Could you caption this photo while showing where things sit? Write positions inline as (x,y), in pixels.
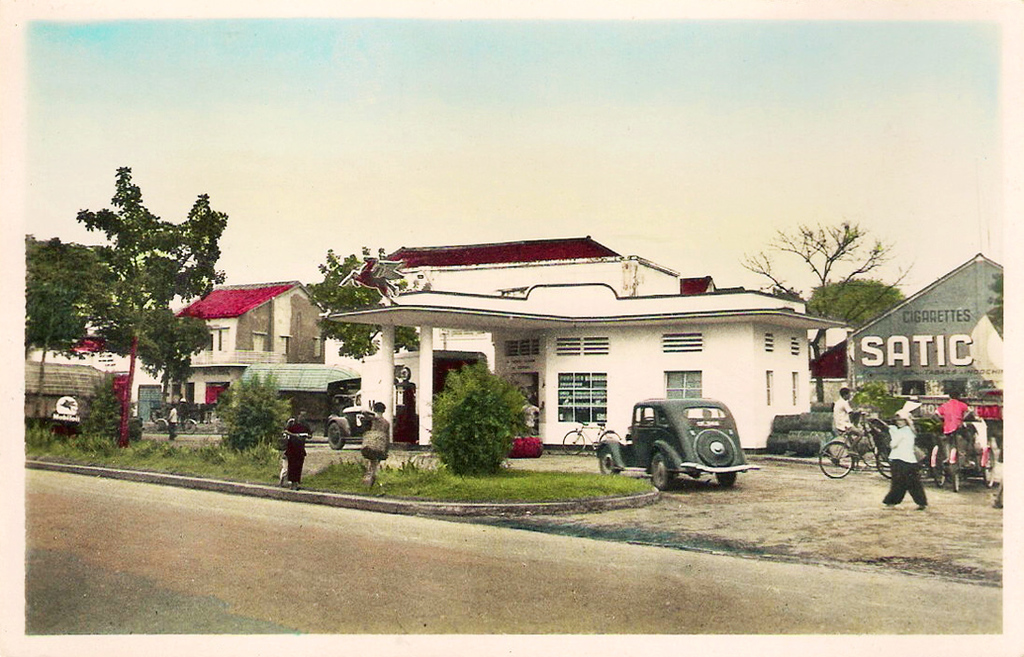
In this image I can see houses (532,279) and in front of the houses (575,371) I can see persons (282,441), plants (280,407), trees (77,321) and vehicles (580,428), at the top (114,79) I can see the sky (480,124).
